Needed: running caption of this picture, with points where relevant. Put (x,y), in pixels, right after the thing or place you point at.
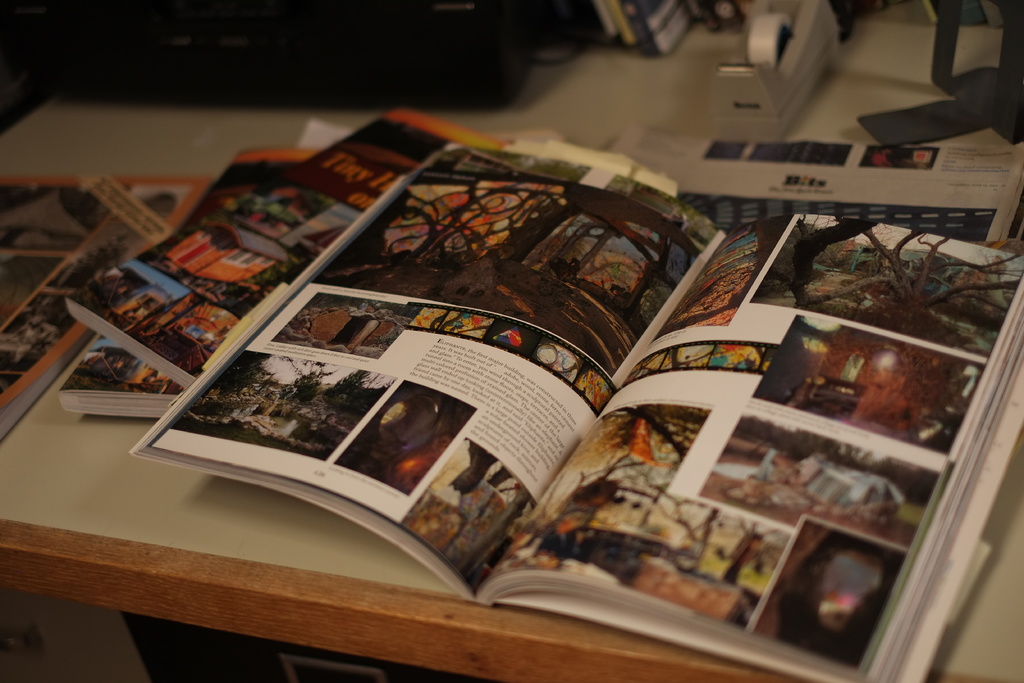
In the foreground of this picture (230,261) we can see the pictures (407,421) of some objects (407,439) and text (536,424) printed in the books (599,379) and the books (182,408) are placed on the top of the table (875,48). In the background (962,85) there are some objects (269,38) placed on the table (833,91).
